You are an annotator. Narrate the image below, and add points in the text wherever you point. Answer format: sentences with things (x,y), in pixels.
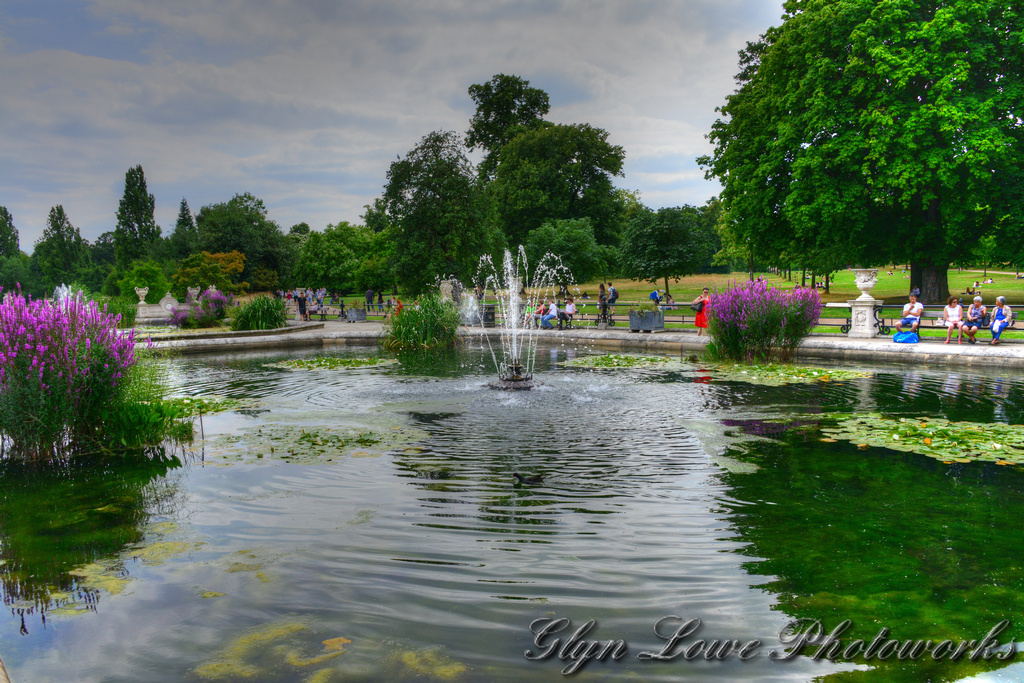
This picture is taken from the outside of the city. In this image, on the right side (908,322), we can see a few people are sitting on the bench (941,313) and few people (701,293) are walking. On the right side (795,309), we can also see a plant (805,295) with some flowers (810,297) which are in pink color. On the right side (929,165), we can also see a tree (933,215). On the left side (139,382), we can also see a plant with flowers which are in pink in color and the plant (150,371) is also on the water (88,472). In the background (129,301), we can see a group of people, plants (175,294), trees (294,245). At the top (231,82), we can see a sky (231,80), at the bottom (427,460), we can see a grass (688,291), water (485,364) and a fountain (498,309).
